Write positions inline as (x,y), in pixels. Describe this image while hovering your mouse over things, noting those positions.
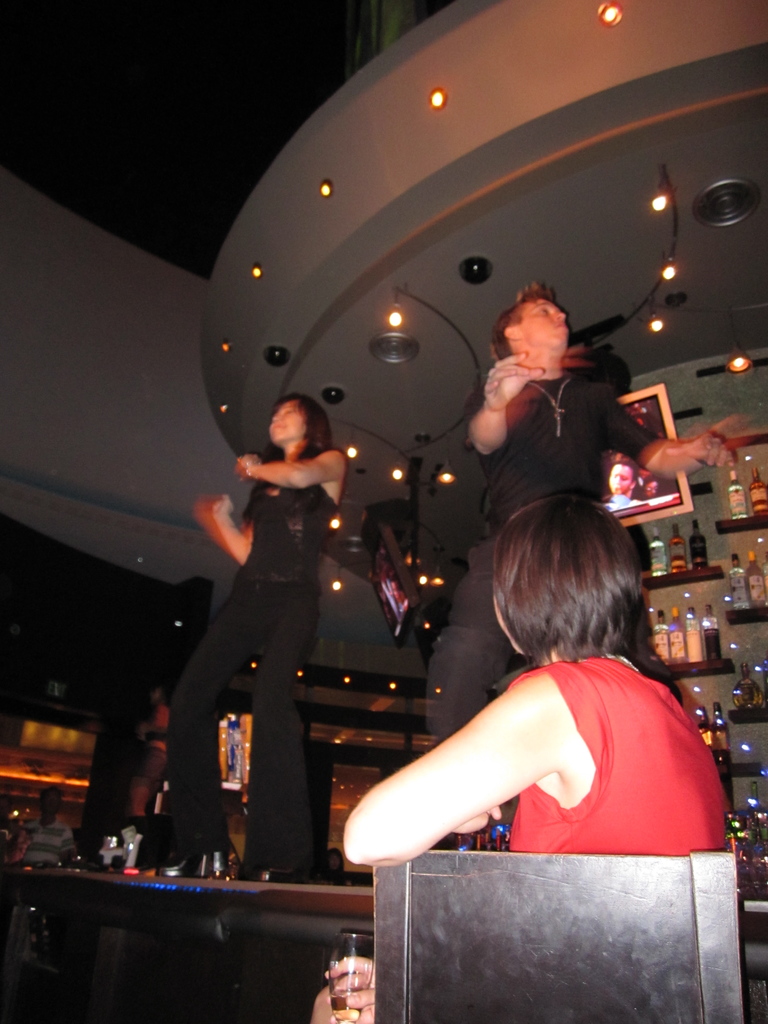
In this image I can see two people (725,437) standing and wearing black dress (285,784). One person (601,531) is sitting on the chair (525,987) and holding a glass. I can see a screen (627,426) and lights (675,230).
